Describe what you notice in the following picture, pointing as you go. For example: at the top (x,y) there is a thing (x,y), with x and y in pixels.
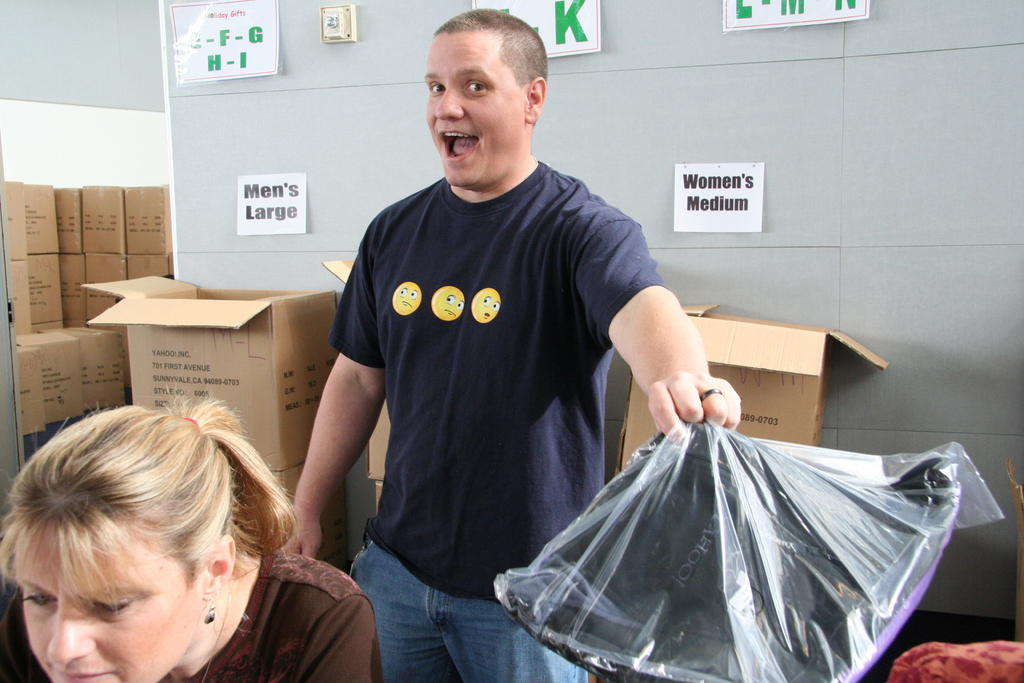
In this image there is a person (591,489) wearing a black T-shirt (523,454) is holding a cover (658,524) in his hand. He is standing behind a woman (274,595). Behind him there are few cardboard boxes (311,360) on the floor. Behind there is wall (619,192) having few papers (711,218) attached to it.
